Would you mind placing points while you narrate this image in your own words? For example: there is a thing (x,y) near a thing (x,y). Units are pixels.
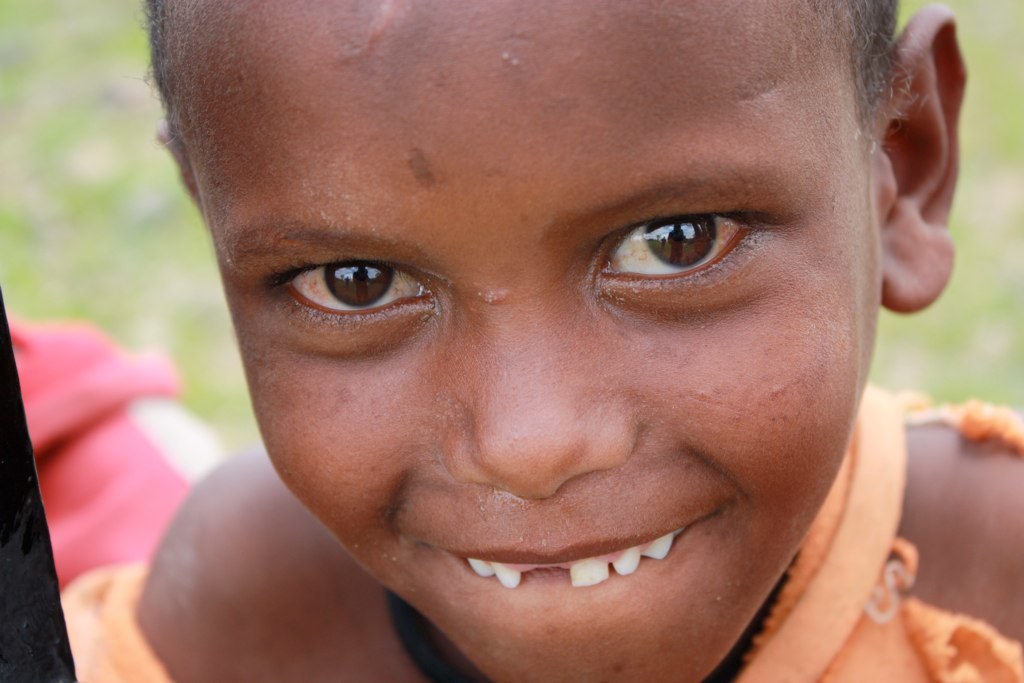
This is a zoomed in picture. In the foreground (411,334) there is a kid (205,593) smiling. The background of the image (104,191) is green in color.
